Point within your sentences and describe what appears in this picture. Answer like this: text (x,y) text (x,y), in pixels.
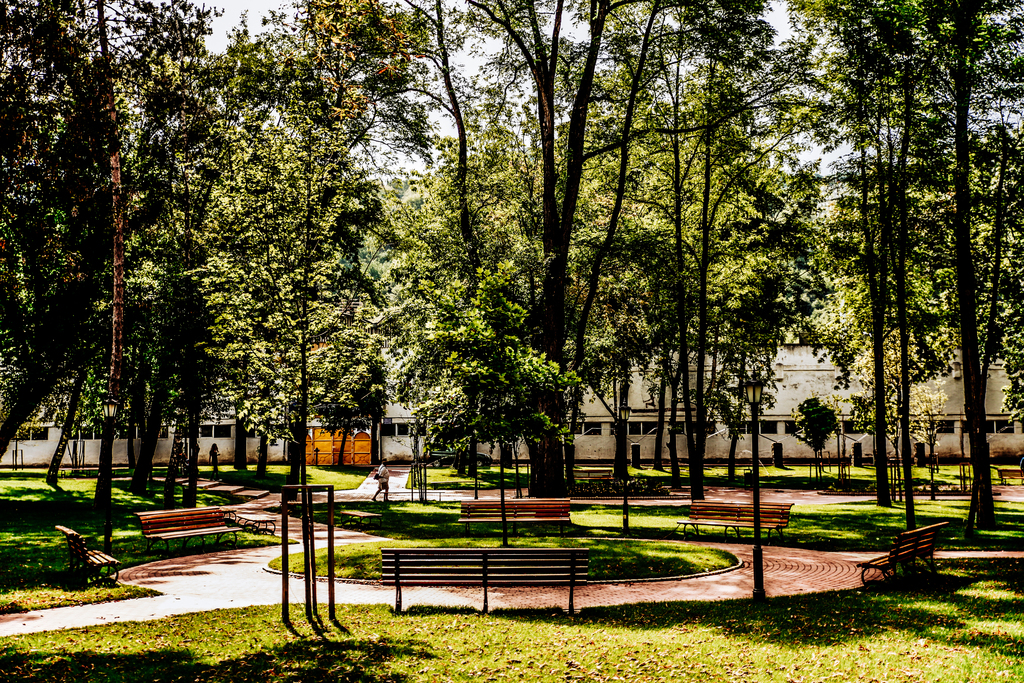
In this image there is a building (841,416) in the background (821,390). In front of the building (789,406) it looks like is a park (309,482) where there are so many trees (577,299). In the middle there are benches (441,577) in the circular manner. At the bottom (627,649) there is ground (655,658) on which there is grass (484,621).
